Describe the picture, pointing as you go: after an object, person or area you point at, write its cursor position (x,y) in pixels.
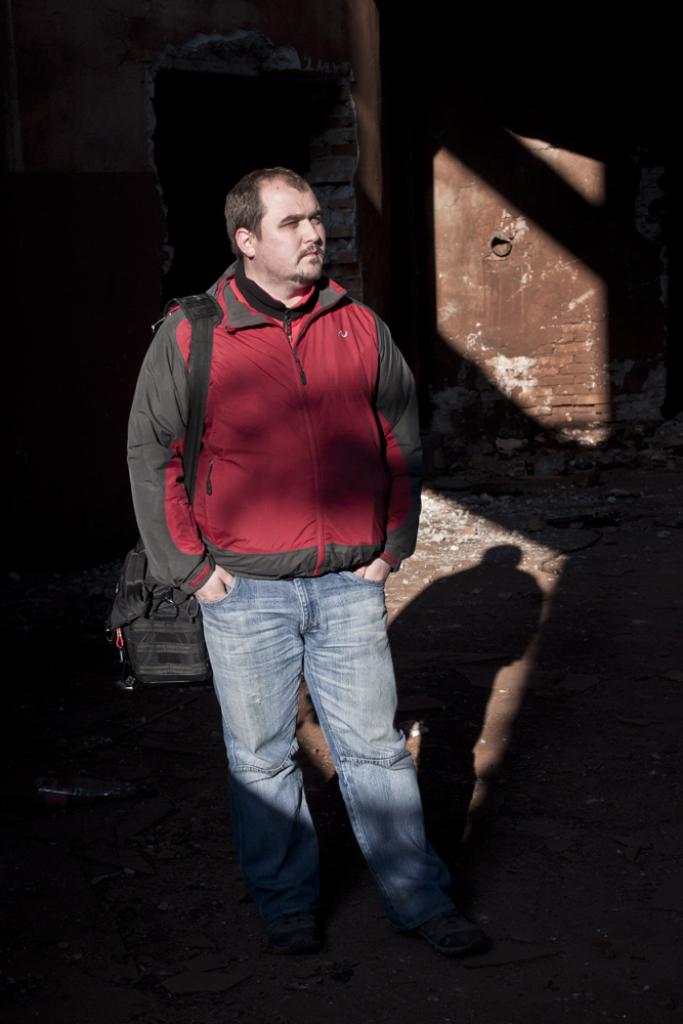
In this picture we can see a man (266,594) standing here, he is carrying a bag (134,653), in the background (434,382) there is a wall (538,258), we can see shadow (457,656) here.
